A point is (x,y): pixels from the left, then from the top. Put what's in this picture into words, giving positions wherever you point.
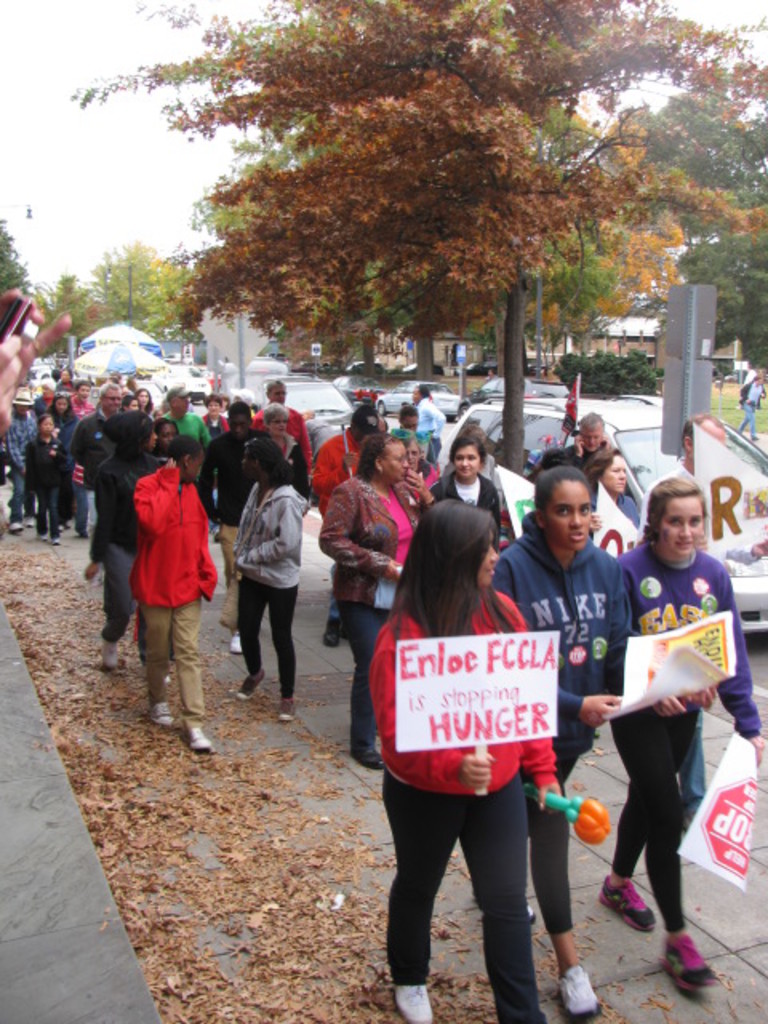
In this image we can see few people (524,606), some of them are holding placards (734,739), there are few cars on the road (758,674), there are few trees (314,165) and the sky (124,132) in the background (766,132).
